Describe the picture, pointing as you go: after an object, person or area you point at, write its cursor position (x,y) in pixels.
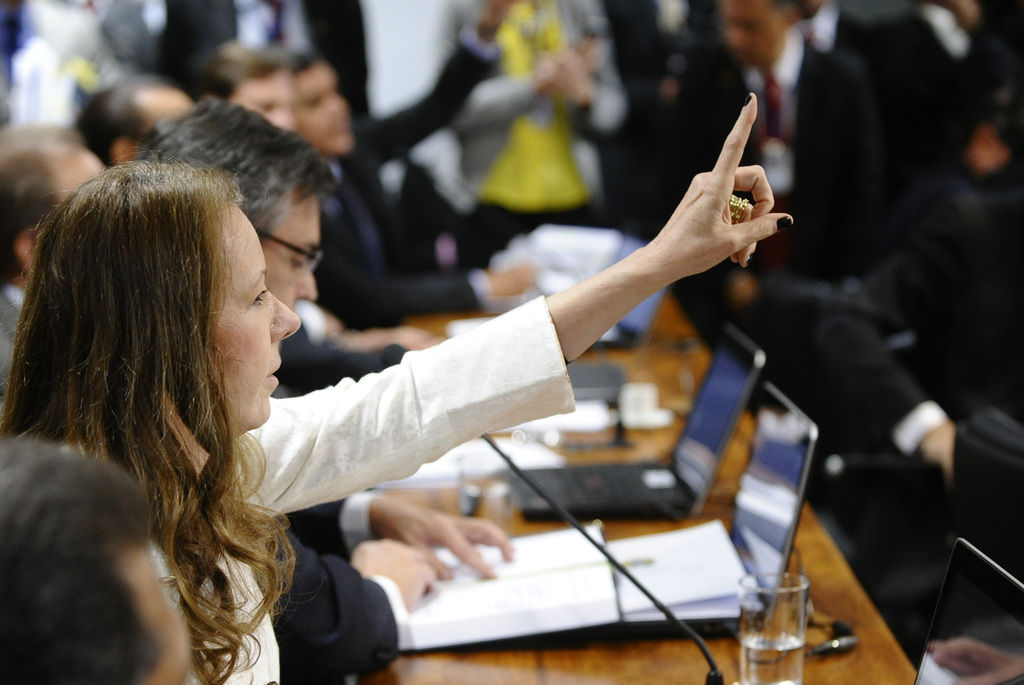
In this image there are group of persons (347,278) sitting. In the center (578,431) there is a table (642,458), on the table (636,441) there are laptops (694,624), paper (576,567), there is a mic (697,639), there are glasses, cups (649,410) and in the background (517,33) there are persons (561,61) standing.
